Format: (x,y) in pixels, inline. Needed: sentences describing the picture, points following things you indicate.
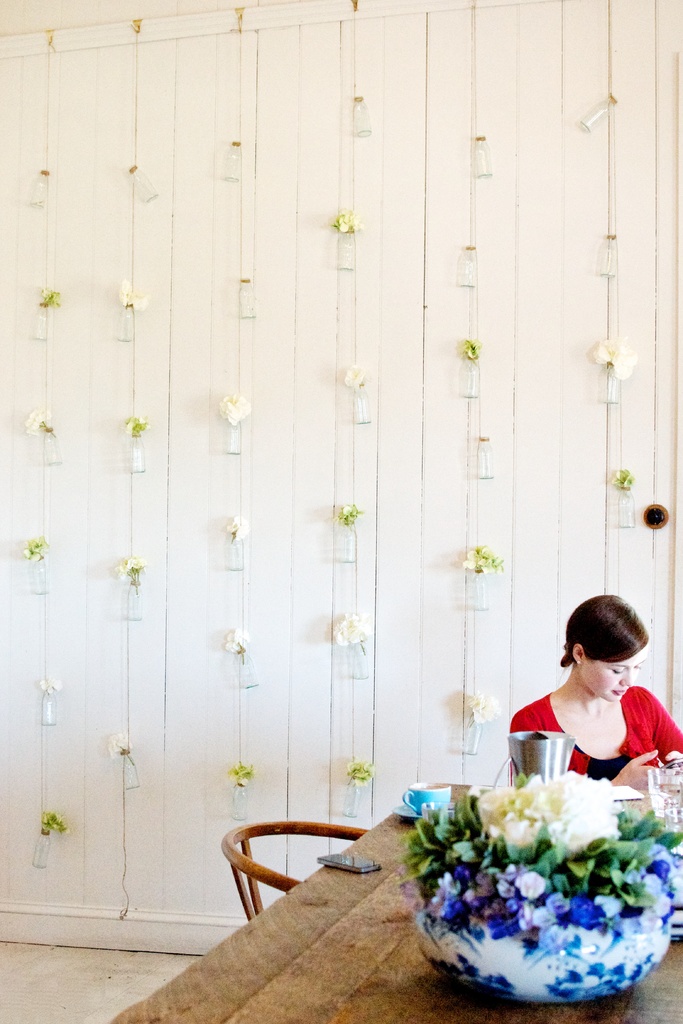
Here at the bottom right (537,722) we can see a woman (572,636) sitting on a chair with table (126,1017) in front of her having flower pot (599,844), Cup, glass (675,792) and some other things (552,759) placed on the table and behind her we can see the wall (159,91) decorated with flowers (129,746).
